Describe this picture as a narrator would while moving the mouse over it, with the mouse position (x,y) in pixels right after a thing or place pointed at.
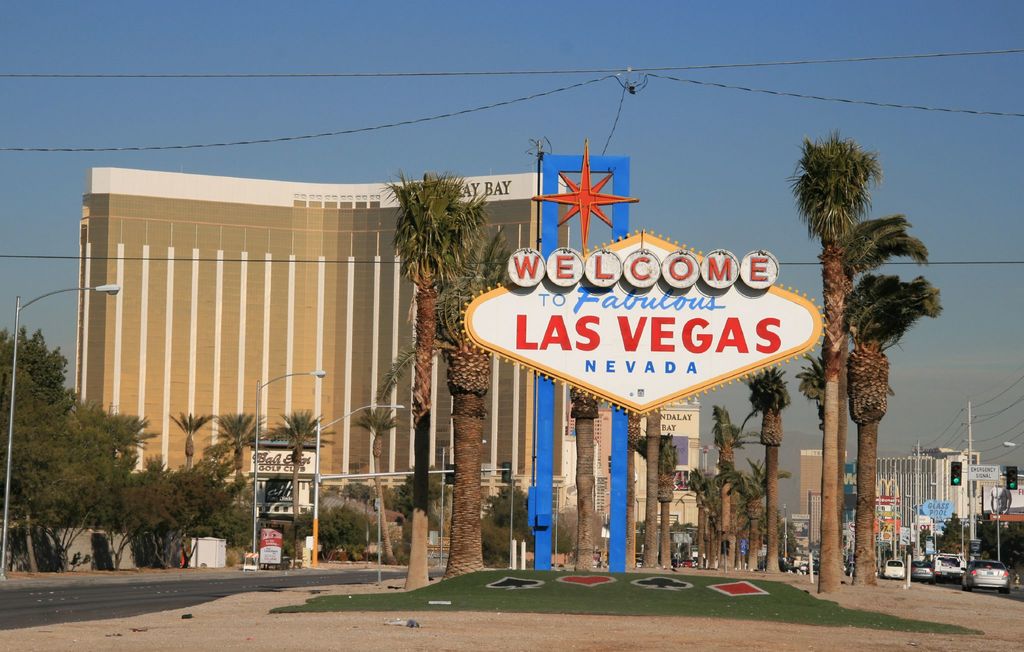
In this picture we can see few trees (419,407), buildings (362,389), poles (341,417) and hoardings (640,269), in the background (1006,575) we can find few vehicles (986,575), traffic lights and sign boards (893,497).
